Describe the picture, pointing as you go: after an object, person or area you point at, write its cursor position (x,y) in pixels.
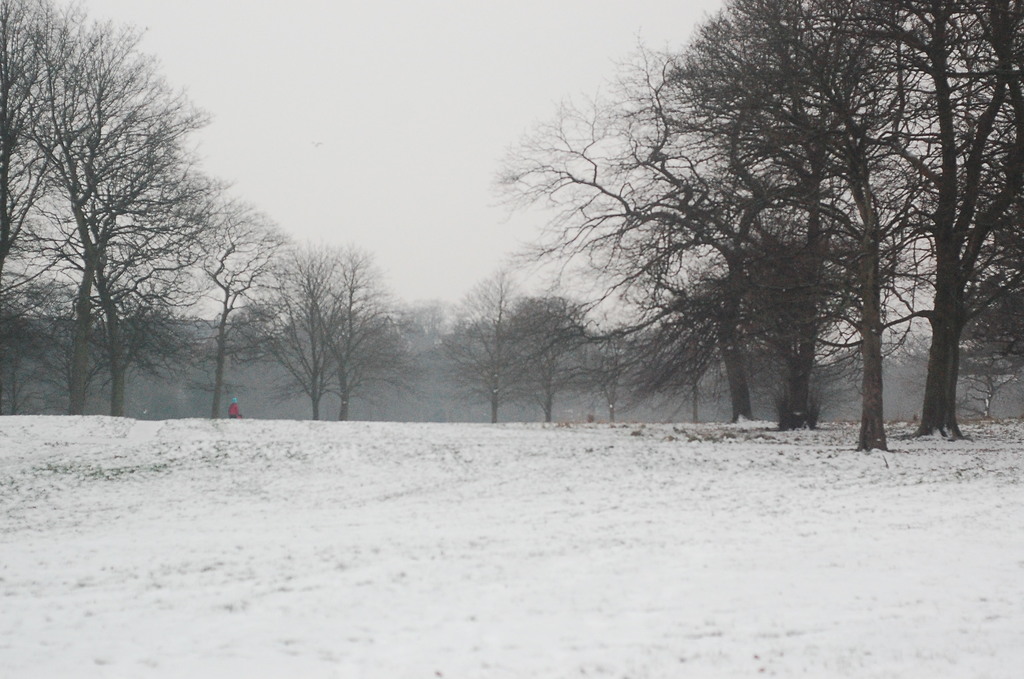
In this image we can see a man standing on the ice (325,469). On the backside (352,334) we can see some trees (421,324) and the sky (432,211) which looks cloudy.
